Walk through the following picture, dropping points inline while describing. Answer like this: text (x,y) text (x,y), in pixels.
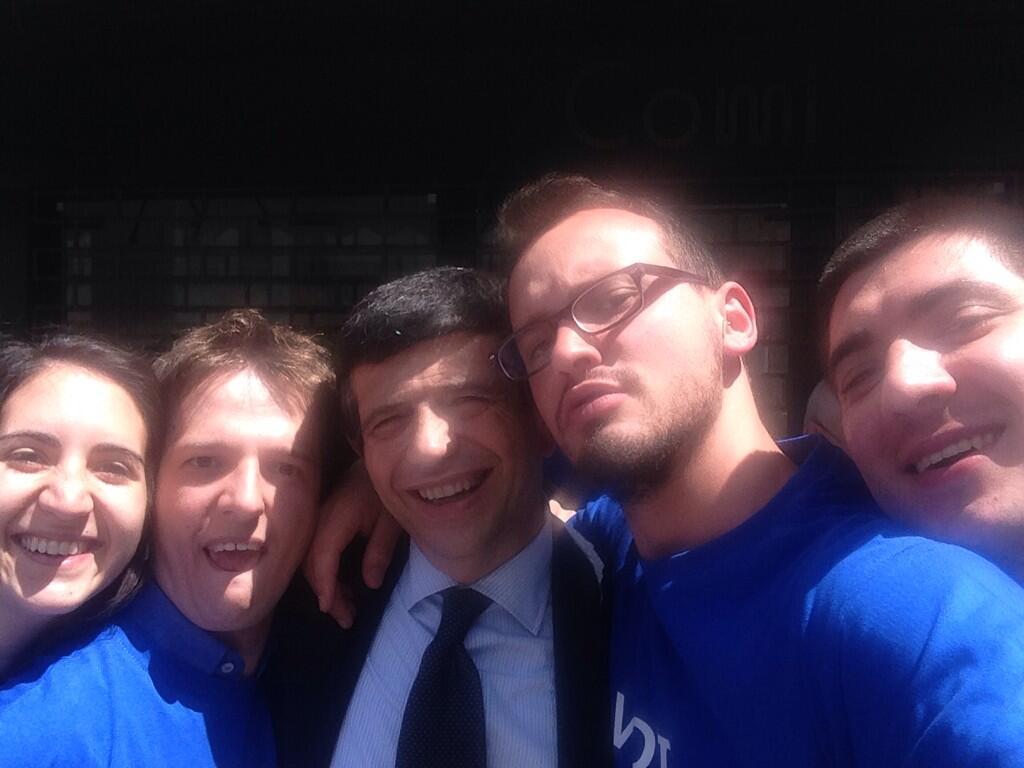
In this image I see 4 men (551,438) and a woman (89,584) and I see that these 4 of them are smiling and I see that these both are wearing blue t-shirt (724,654) and this man (595,671) is wearing a suit (332,708) and I see that it is a bit dark in the background (438,120).
